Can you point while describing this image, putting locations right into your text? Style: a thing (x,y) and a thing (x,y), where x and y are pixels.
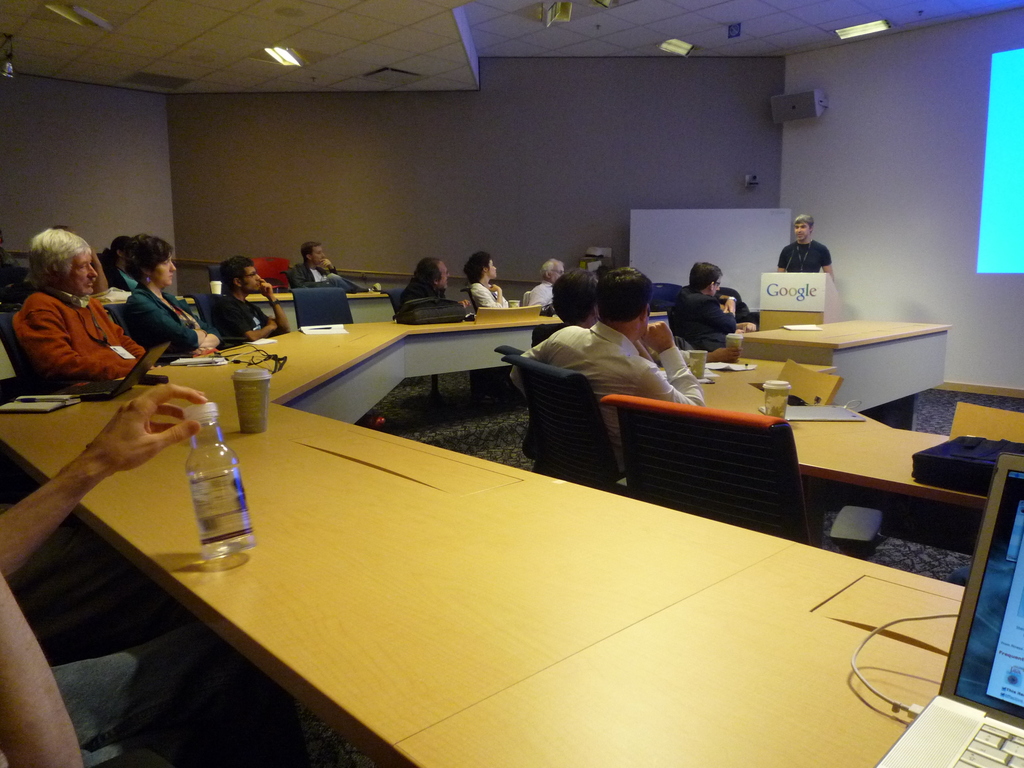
In the image we can see there are people (73,298) who are sitting on chair (731,438) and on table (290,510) there are water bottle (233,468), coffee bottle (238,393), papers (263,343) and in front there is person (815,257) who is standing in front of the podium (807,300) and on table (367,649) there is laptop (992,672).
